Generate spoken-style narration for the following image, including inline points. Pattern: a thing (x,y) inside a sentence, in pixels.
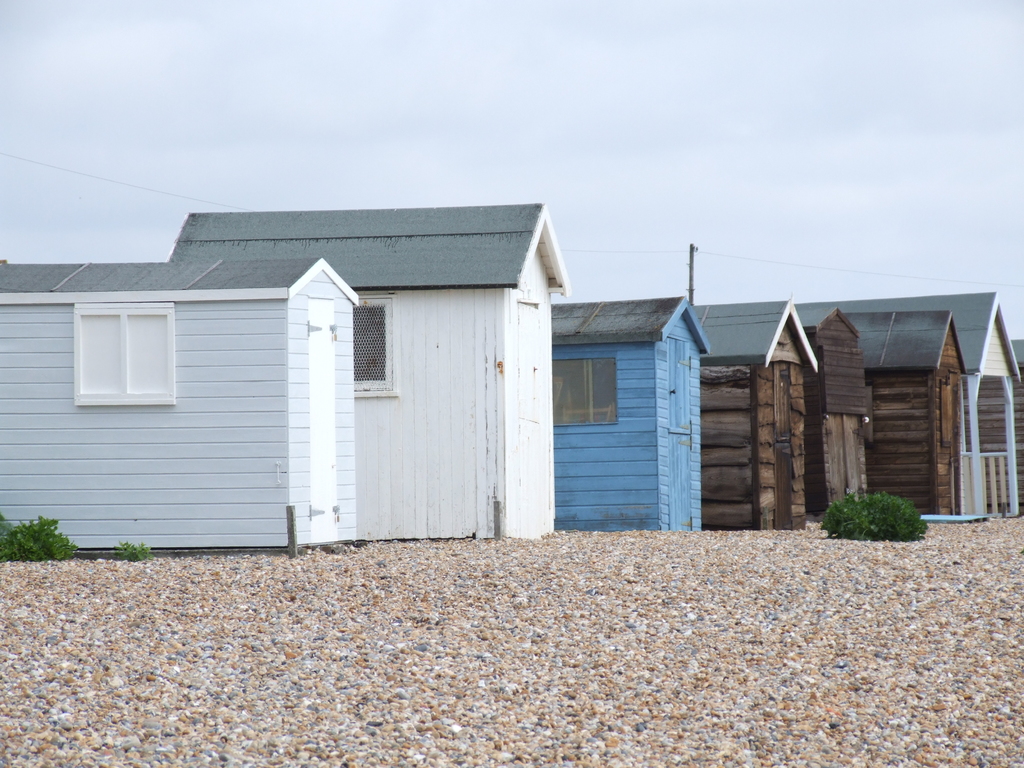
In this image we can see some rooms (409,292), stone surface (722,585), plants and we can also see the sky (406,188).
